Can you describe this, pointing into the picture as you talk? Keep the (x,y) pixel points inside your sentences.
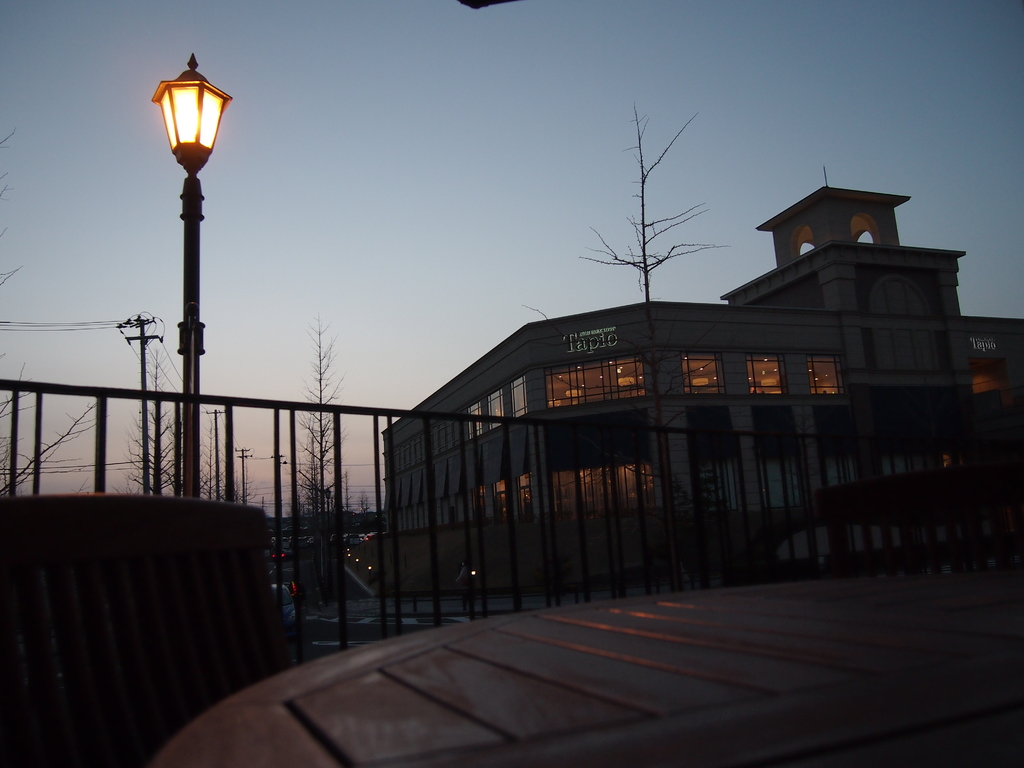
In this image I can see a light pole (195,215), railing (39,449), a building (443,463), a current pole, few dried trees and the sky (524,186) is in white and blue color.
